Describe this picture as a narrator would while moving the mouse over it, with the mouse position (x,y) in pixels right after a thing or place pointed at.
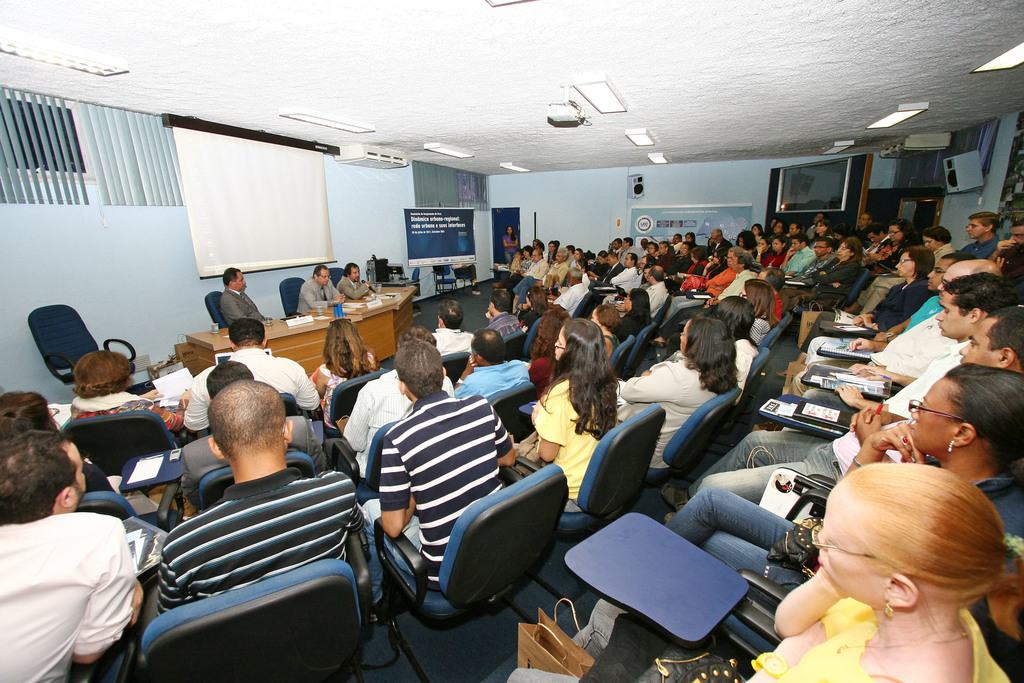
In this image we can see persons (365,401) sitting on the chairs (613,358) and table (295,328) is placed in front of them. On the table (316,322) we can see papers (352,307), beverage tins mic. In the background (249,222) we can see projector display (235,214), speakers (973,181) to the wall (546,173) and advertisement board (414,213).
